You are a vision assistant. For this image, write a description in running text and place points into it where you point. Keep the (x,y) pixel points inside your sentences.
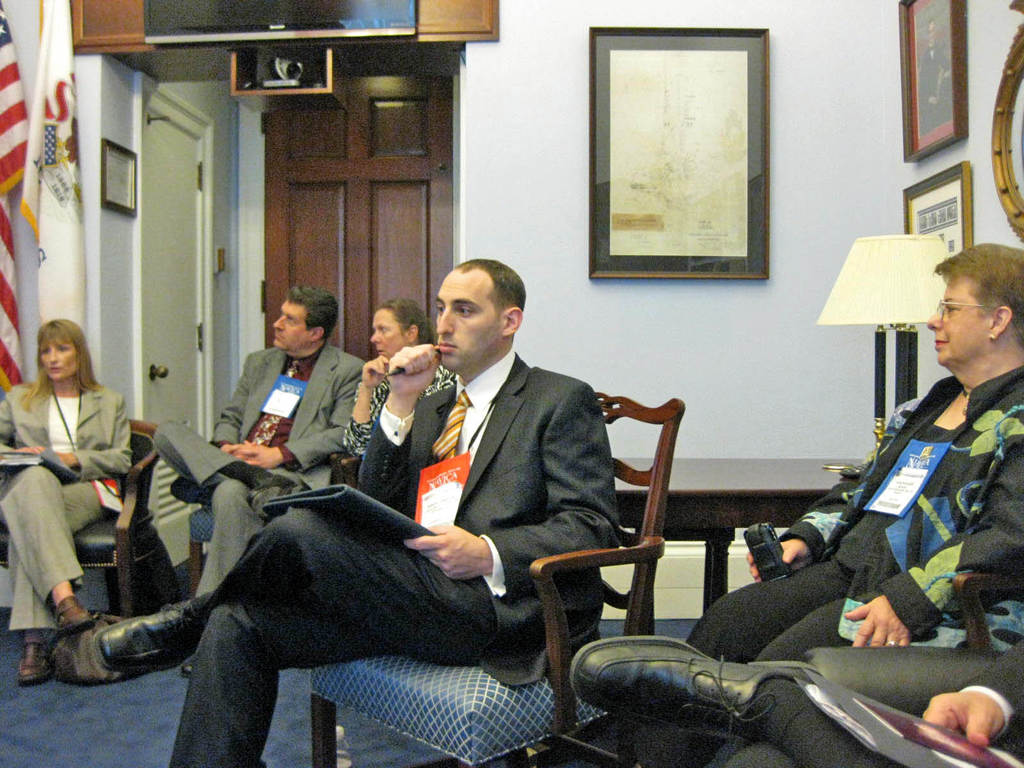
In the image there are few men (332,420) and women (38,468) in suits (34,486) sitting on chairs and behind them there is a table (766,470) and lamp (918,298) on the right side (881,312) and flags (58,215) on the left side (55,237) in front of the wall (19,232) and over the background (309,255) there are doors (298,245) on the wall (824,79) with photographs (699,266) on either side of it.
